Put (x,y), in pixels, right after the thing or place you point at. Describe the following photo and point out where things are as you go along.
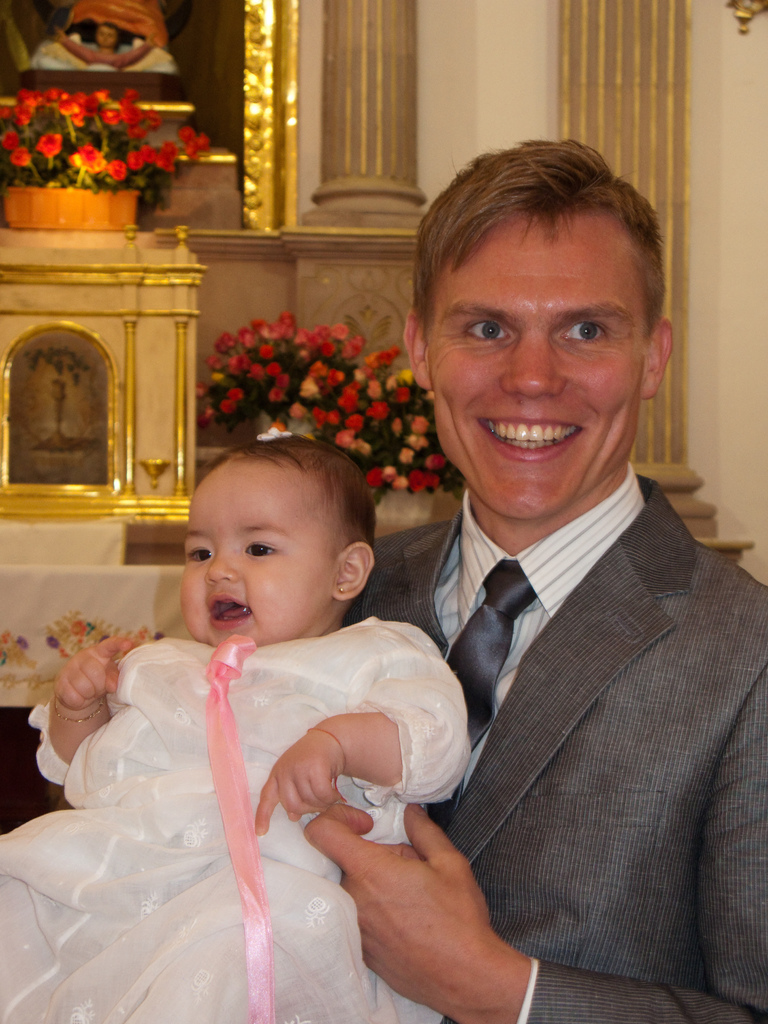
In the image in the center (507,662) we can see one person (587,617) sitting and holding baby (97,718). And he is smiling, which we can see on his face (507,400). In the background (427,167) there is a wall (525,45), pillar (367,57), sculpture (97,18), cloth (77,639) and flowers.
